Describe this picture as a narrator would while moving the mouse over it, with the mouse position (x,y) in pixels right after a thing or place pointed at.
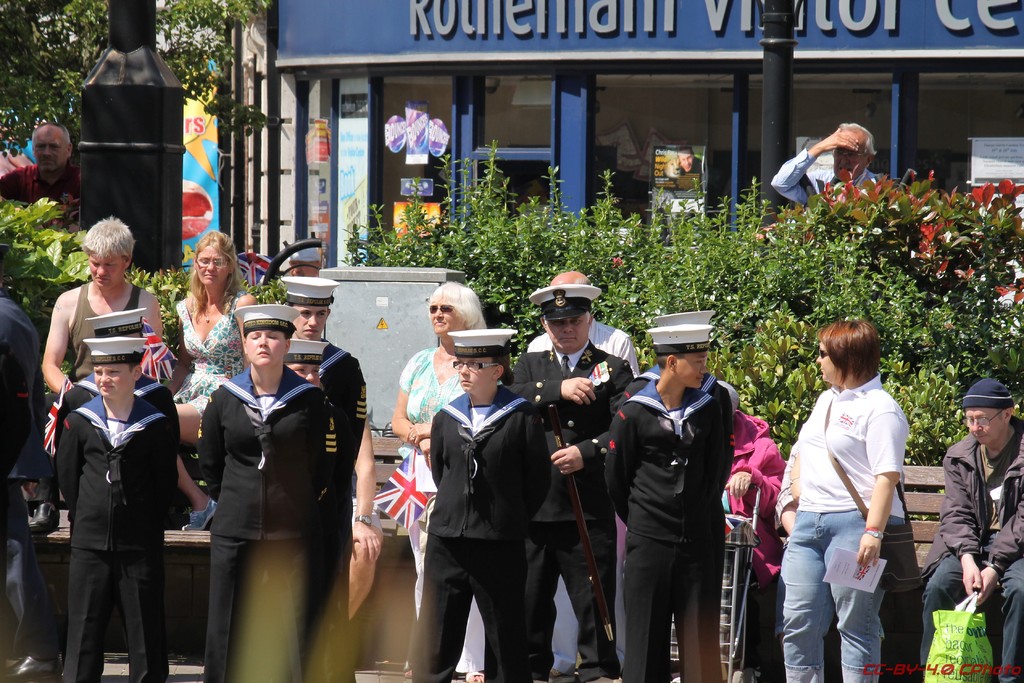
In the image we can see there are people (574,425) standing and some are sitting, they are wearing clothes (1009,472) and some of them are wearing hats (454,336) and goggles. Here we can see plant (740,276), posters (189,175), pole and the text (440,26).
